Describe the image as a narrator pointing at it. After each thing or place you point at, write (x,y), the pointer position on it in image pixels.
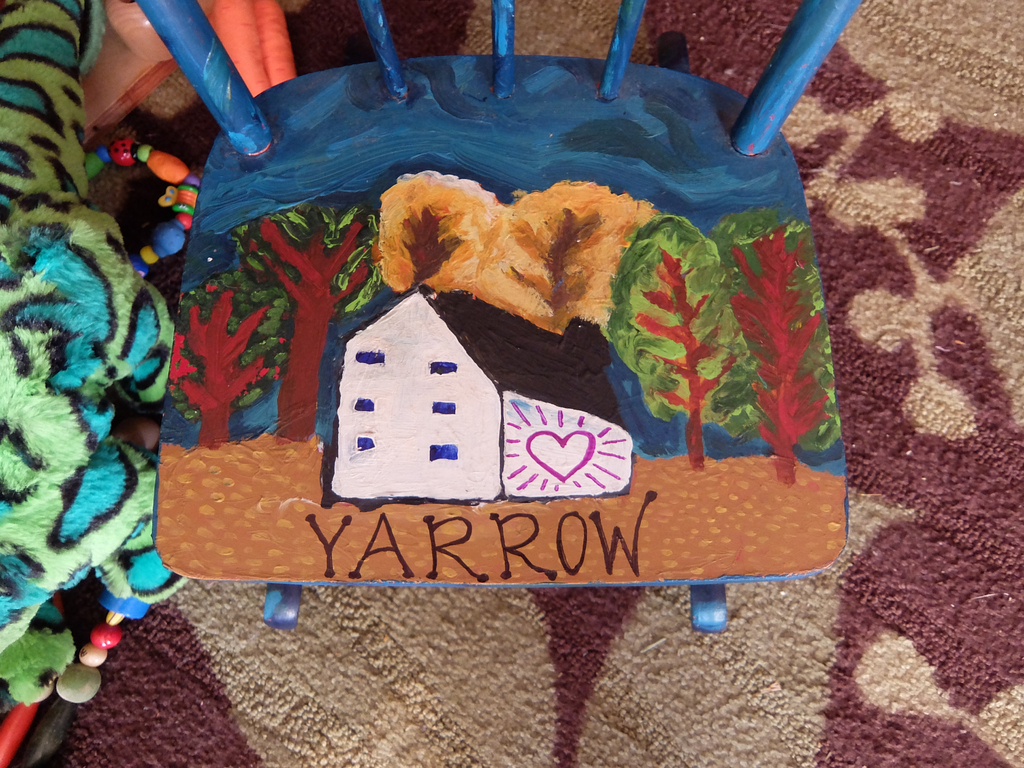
In this image I can see a blue color thing (534,315) and on it I can see painting (490,337) of a house (509,405), trees (276,335) and I can also see something is written over here. On left side of this image (70,204) I can see a green color thing (59,245).
